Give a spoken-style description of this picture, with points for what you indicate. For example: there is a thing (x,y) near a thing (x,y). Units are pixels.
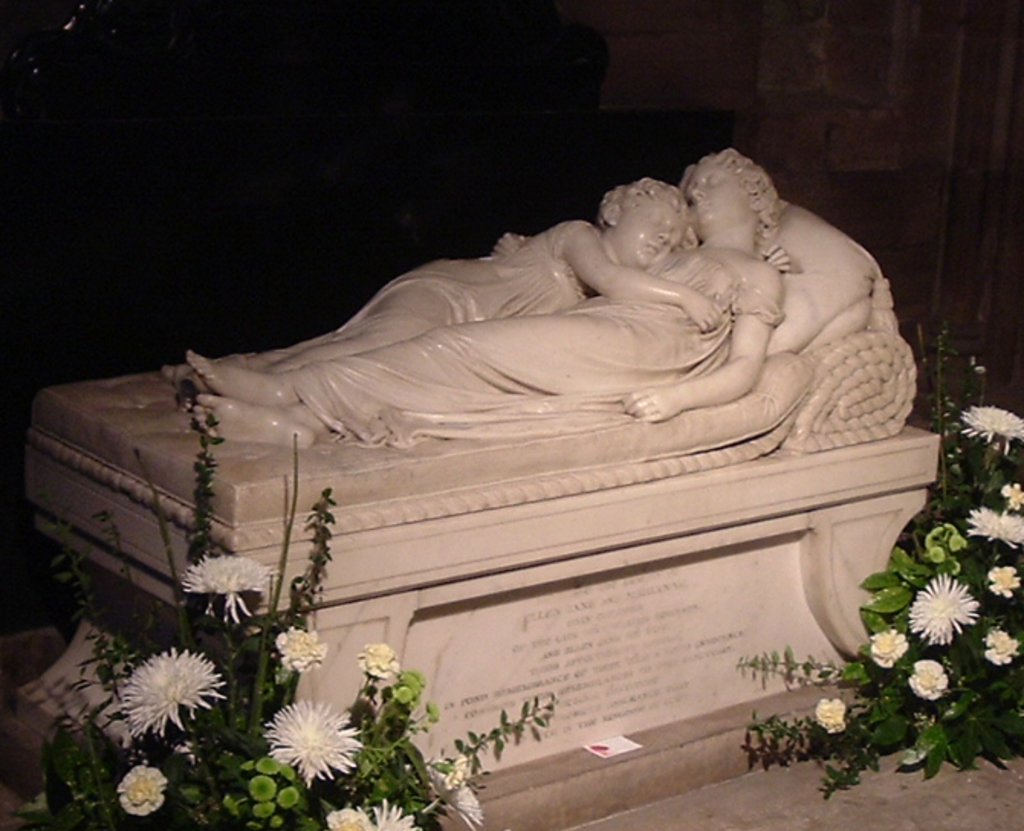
In the image there is a pedestal (893,469) with statues (446,308) of persons (482,283) lying. And also there are plants (822,733) with flowers (1015,521) and leaves (547,704). And there is a dark background (133,61).
